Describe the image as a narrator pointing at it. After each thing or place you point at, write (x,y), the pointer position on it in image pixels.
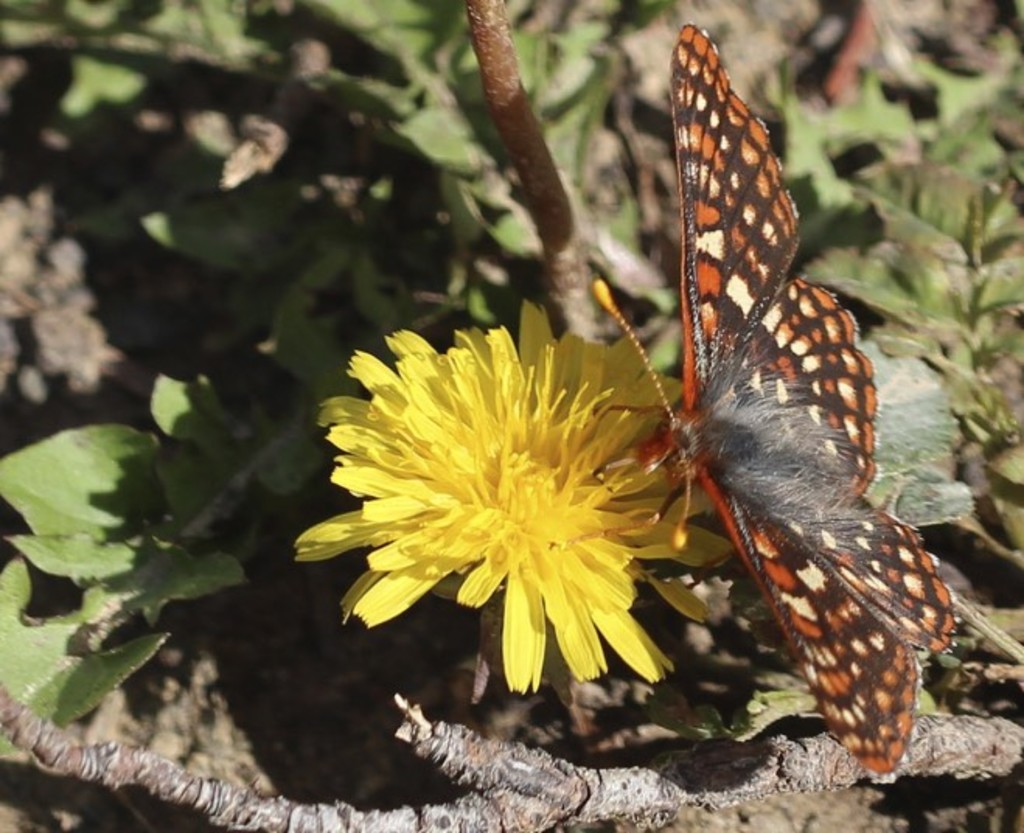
In this image I can see a butterfly (760,464) on the flower (631,485), the butterfly (689,476) is in brown and cream color and the flower (458,441) is in yellow color. Background (412,100) I can see few plants (421,109) in green color.
